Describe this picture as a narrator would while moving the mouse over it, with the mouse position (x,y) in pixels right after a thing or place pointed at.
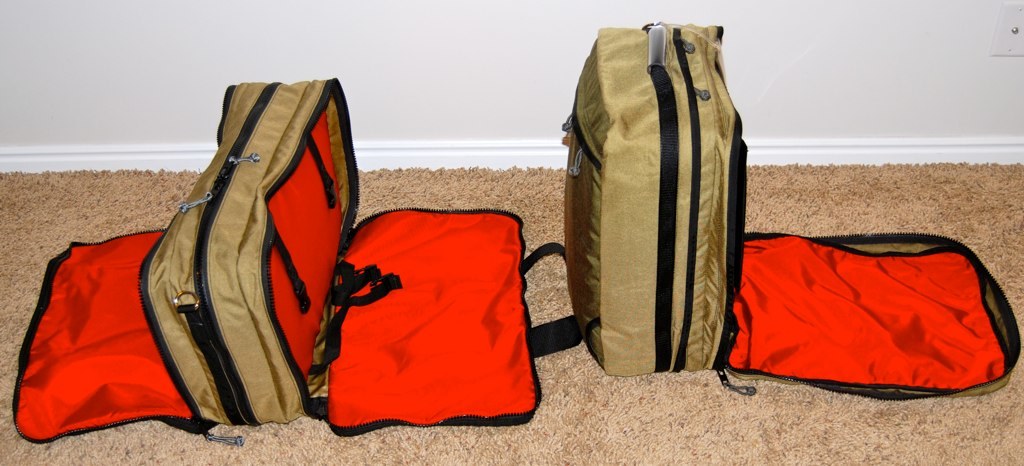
We can see brown and red color luggage bags (572,260) on the floor (623,378). On the background (445,69) we can see wall (401,76).
